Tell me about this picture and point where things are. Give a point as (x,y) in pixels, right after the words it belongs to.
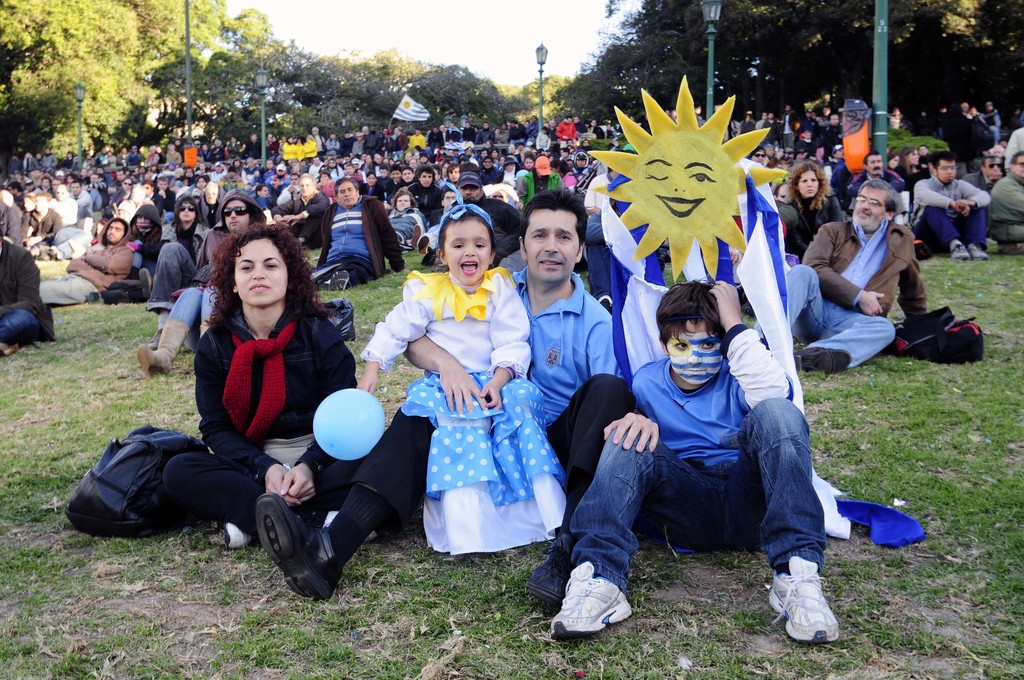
In this picture I can see there are four people (552,353) sitting and there is a girl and there is a balloon (371,400). There is a huge crowd of people (807,329) sitting in the backdrop (209,157), there are poles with lights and there are trees (532,95) and the sky (495,43) is clear.
